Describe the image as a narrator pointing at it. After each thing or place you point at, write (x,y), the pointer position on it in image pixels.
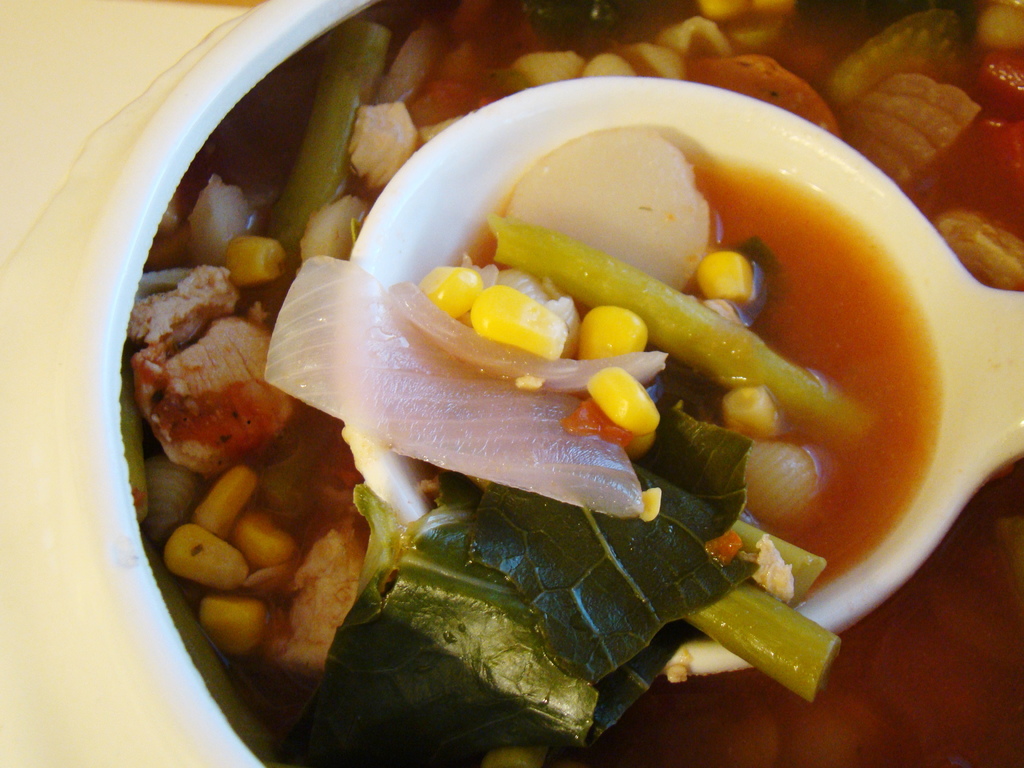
In this image we can see food item (588,439) and a spoon (855,216) in the bowl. On the left side of the image (145,9) there is a white surface (172,17).
